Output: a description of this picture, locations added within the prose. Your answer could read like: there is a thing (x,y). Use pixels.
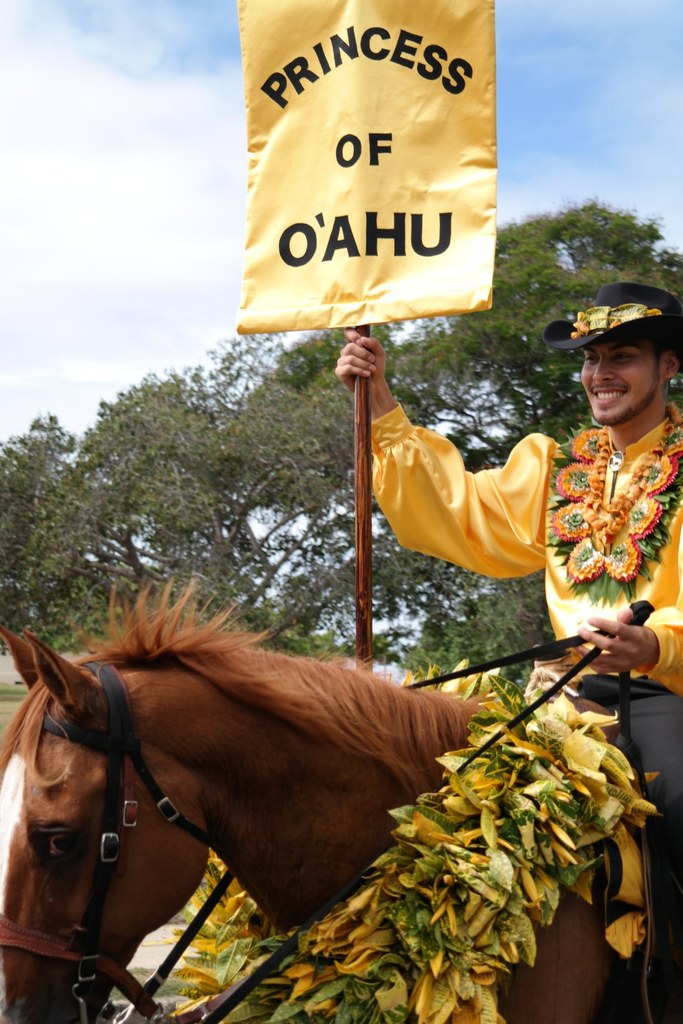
In the image there is a person (527,573) in yellow dress (477,553) riding horse (348,827) with a garland (587,805) to it and holding a banner (353,195), in the back (178,485) there is a tree (188,488) and above its sky (151,176) with clouds (92,187).
